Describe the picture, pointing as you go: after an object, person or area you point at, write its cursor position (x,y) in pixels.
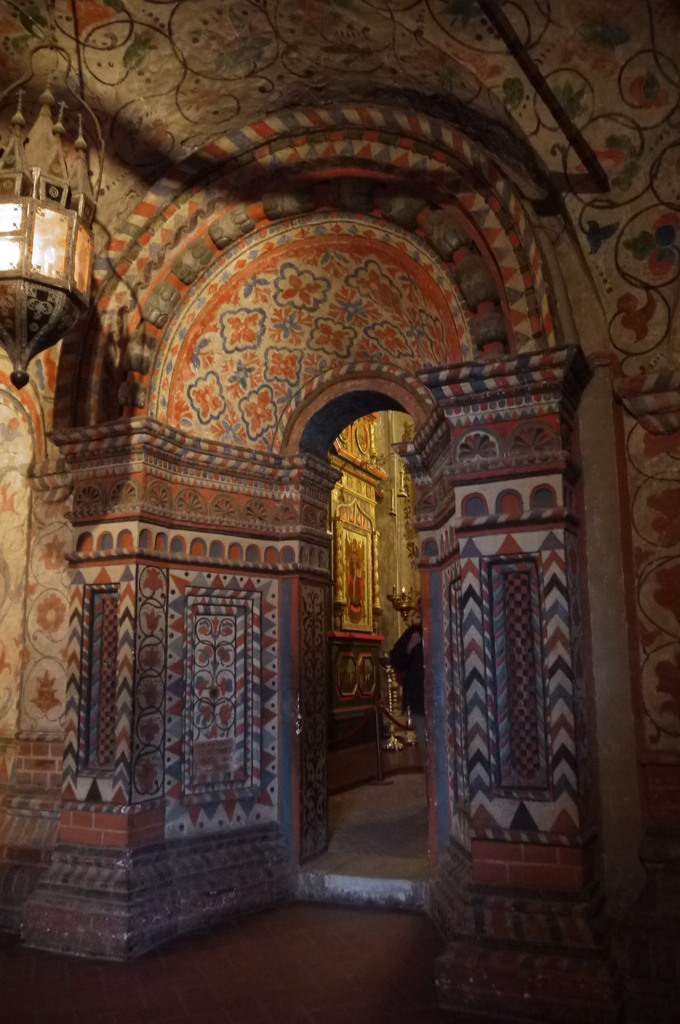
In this image there is floor (318,953) at the bottom (166,948). There is a light (48,226) on the left corner (67,258). There are pillars (229,622) with the roof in the foreground (294,578). There is a person (398,671), it looks like a wall (382,449) with design (368,596) in the background (386,641).
